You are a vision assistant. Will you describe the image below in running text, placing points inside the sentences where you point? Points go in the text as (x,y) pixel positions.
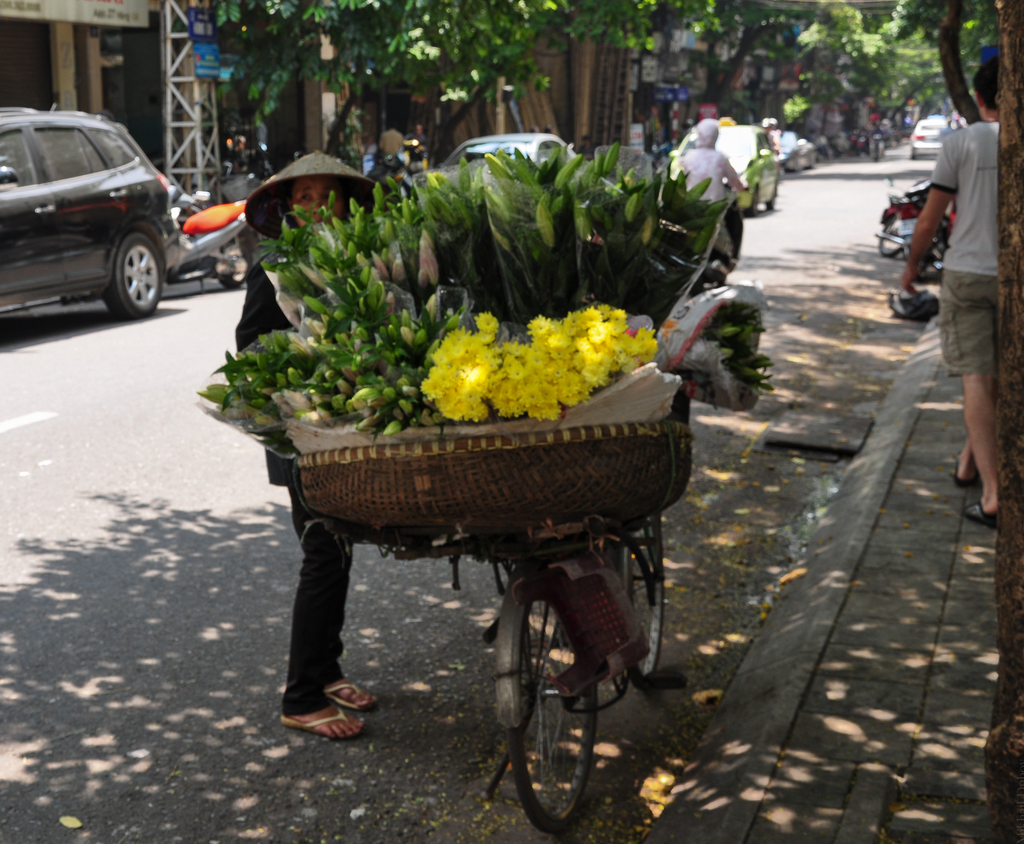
On this bicycle (595,552) there is a basket (607,484) with flowers (469,402). Beside this bicycle (558,689) there is a person (330,530). Vehicles (145,203) are on the road (929,161). Here we can see trees (956,30) and people (957,160).
